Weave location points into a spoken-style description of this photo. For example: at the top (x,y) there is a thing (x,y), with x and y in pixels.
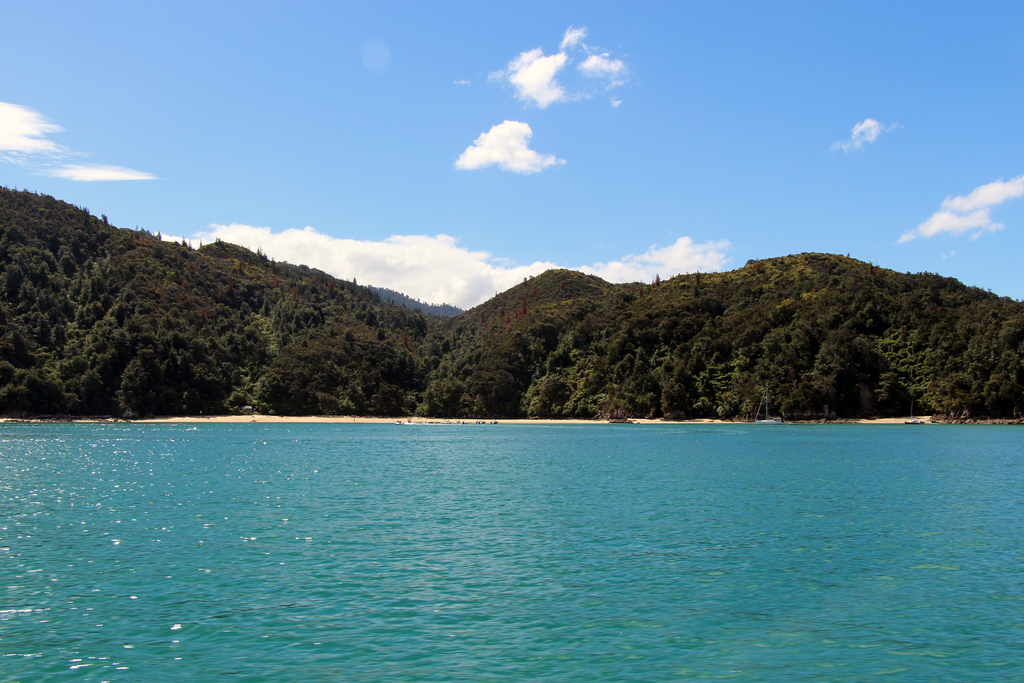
In this image we can see an ocean (805,514), beach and forest (440,355). The sky (487,181) is blue with some clouds (413,247).
